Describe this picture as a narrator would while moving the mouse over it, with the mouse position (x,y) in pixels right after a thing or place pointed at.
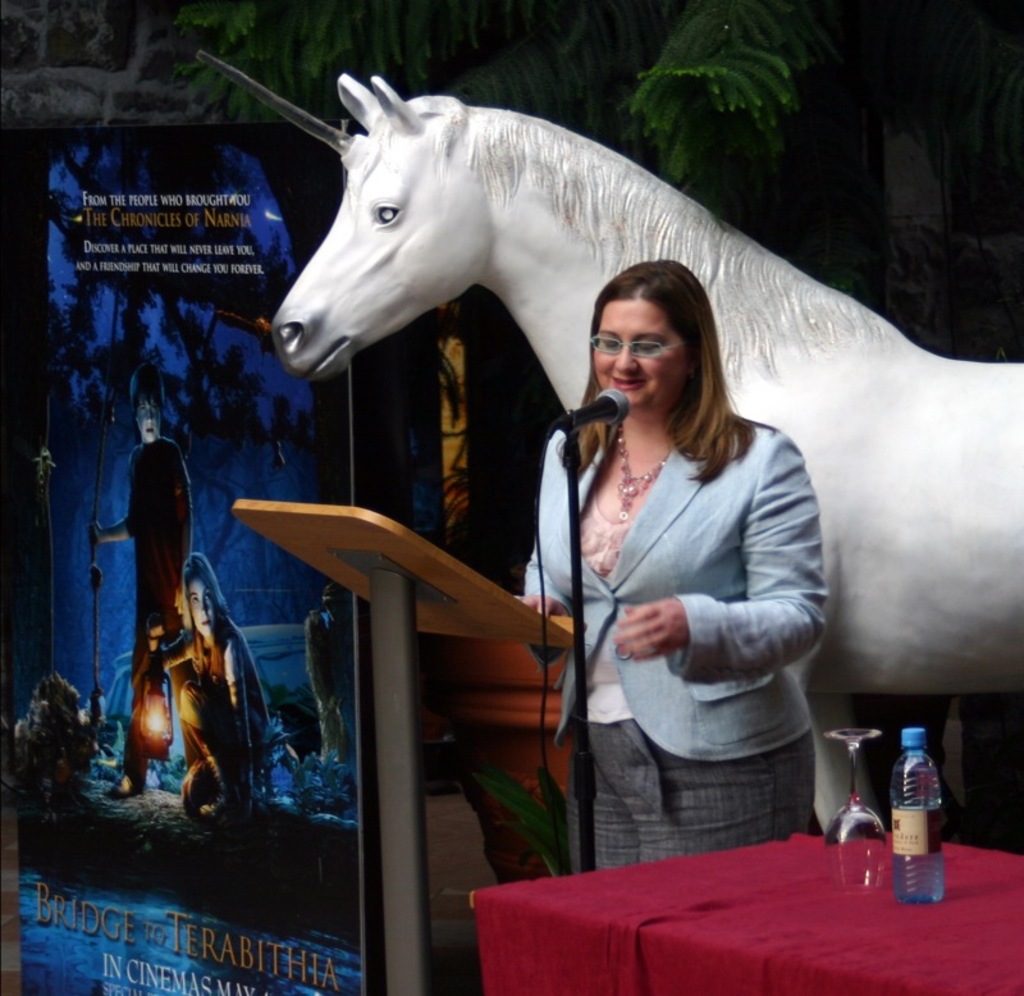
A woman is standing at the podium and mic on a stand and on the right (866,892) we can see glass (853,865) and a water bottle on the table (557,910). In the background (513,742) we can see a hoarding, plant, pot (502,646) and a unicorn statue (546,326).
